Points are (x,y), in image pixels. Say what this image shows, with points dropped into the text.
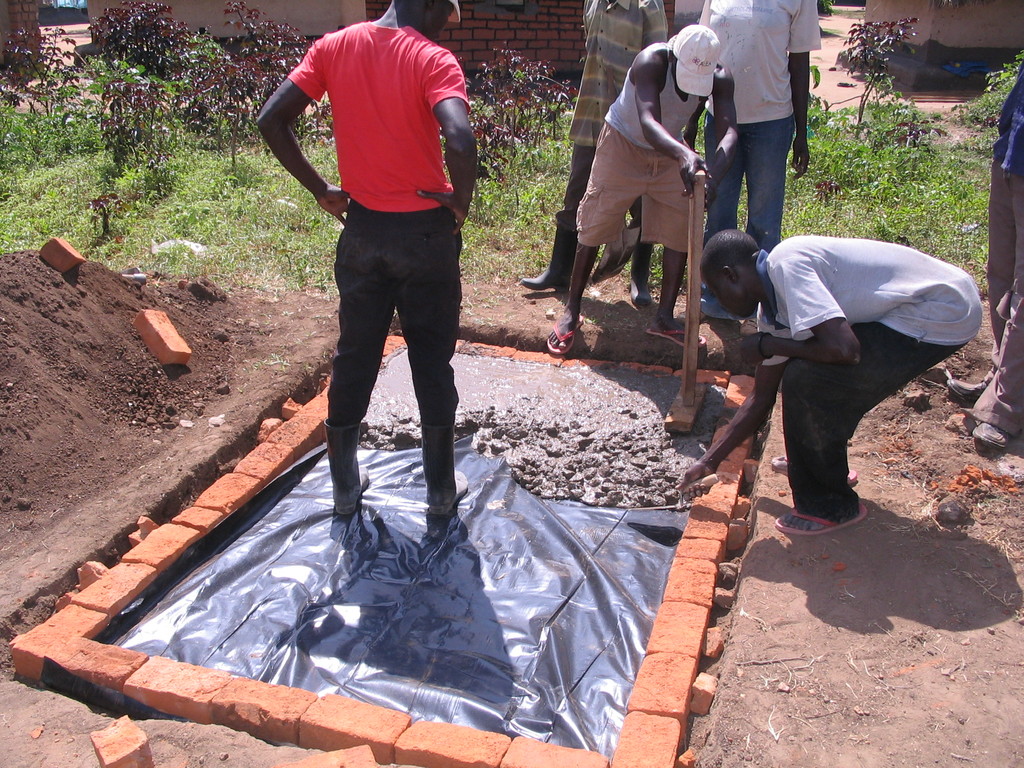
In this picture we can see people (910,282) on the ground (1004,458), here we can see bricks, sheet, soil (895,600) and some objects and in the background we can see plants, wall (571,20) and some objects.
